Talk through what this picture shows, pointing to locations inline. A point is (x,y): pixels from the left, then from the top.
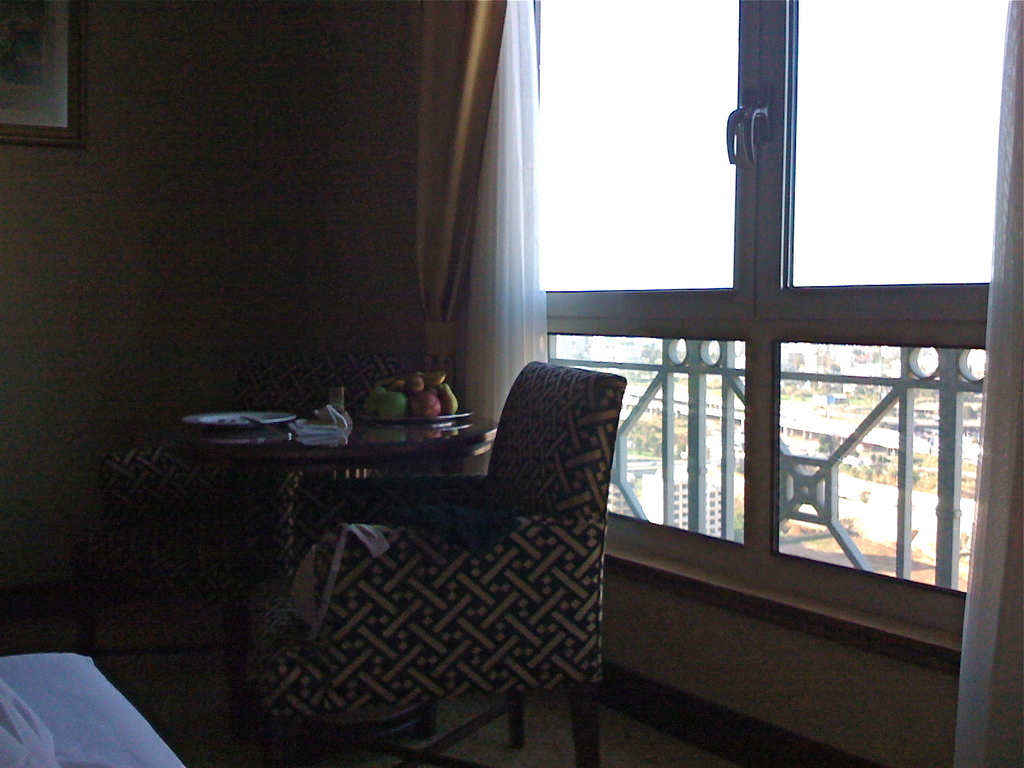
In this image we can see some fruits (442,403) in a plate (446,416) and a cloth (313,430) placed on a table (386,426) we can also see chairs (531,594) placed on the floor (566,698). On the left side of the image (106,761) we can see a pillow (166,753) placed on the surface (35,711) and a photo frame (46,127) on the wall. In the right side of the image (855,106) we can see the window (885,110), railing (946,385) and curtains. In the background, we can see a group of buildings (873,434) and trees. At the top of the image (679,114) we can see the sky (690,40).
